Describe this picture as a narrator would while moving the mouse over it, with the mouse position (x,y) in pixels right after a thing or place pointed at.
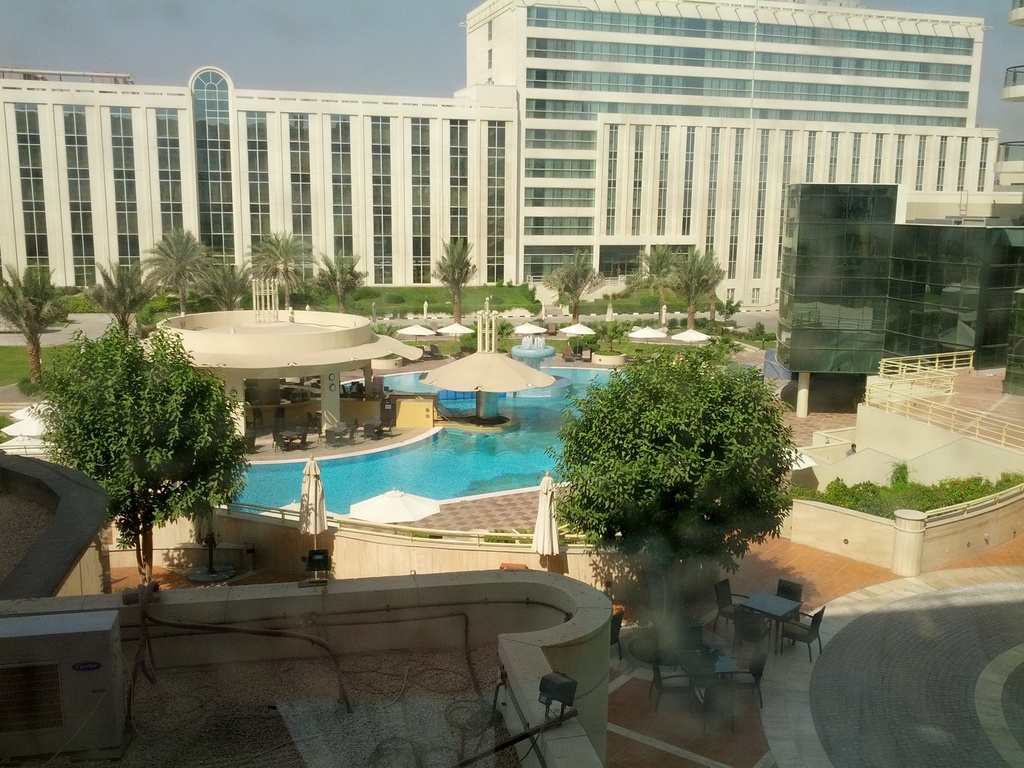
In this image we can see building (410,272), trees (750,511), table (762,605), chairs (725,609), plants (888,491), water (525,457), shack (471,388), grass (27,360) and sky (329,59).
